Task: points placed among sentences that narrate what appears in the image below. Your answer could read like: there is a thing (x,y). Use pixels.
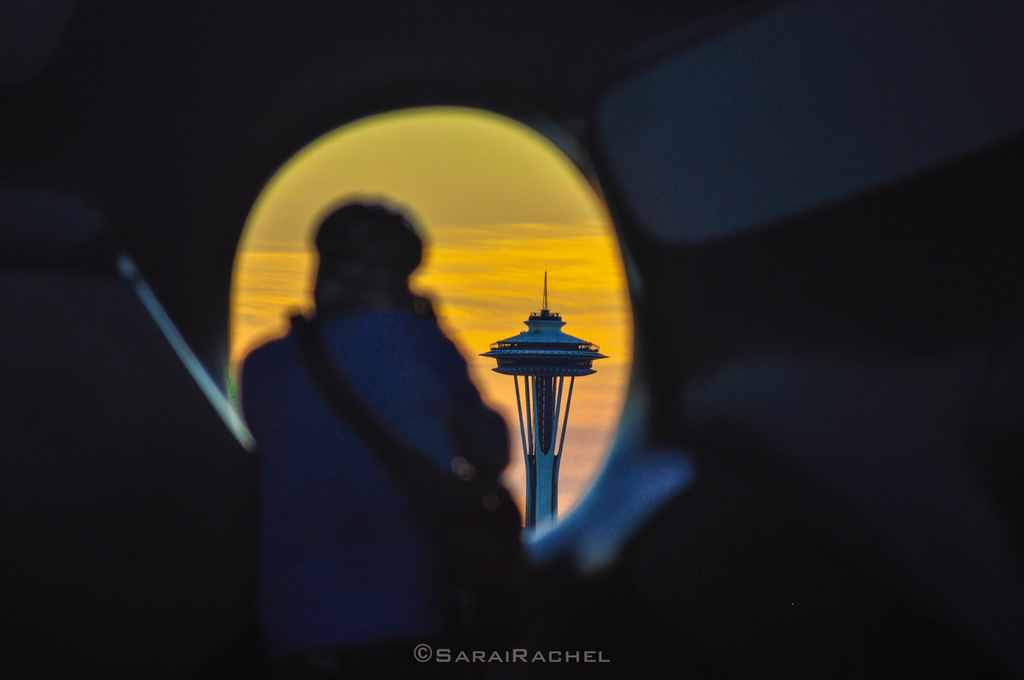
In the picture I can see a tower (536,360), a person (412,414) and some other things (486,553). This picture is little bit dark. I can also see a watermark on the bottom side of the image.
